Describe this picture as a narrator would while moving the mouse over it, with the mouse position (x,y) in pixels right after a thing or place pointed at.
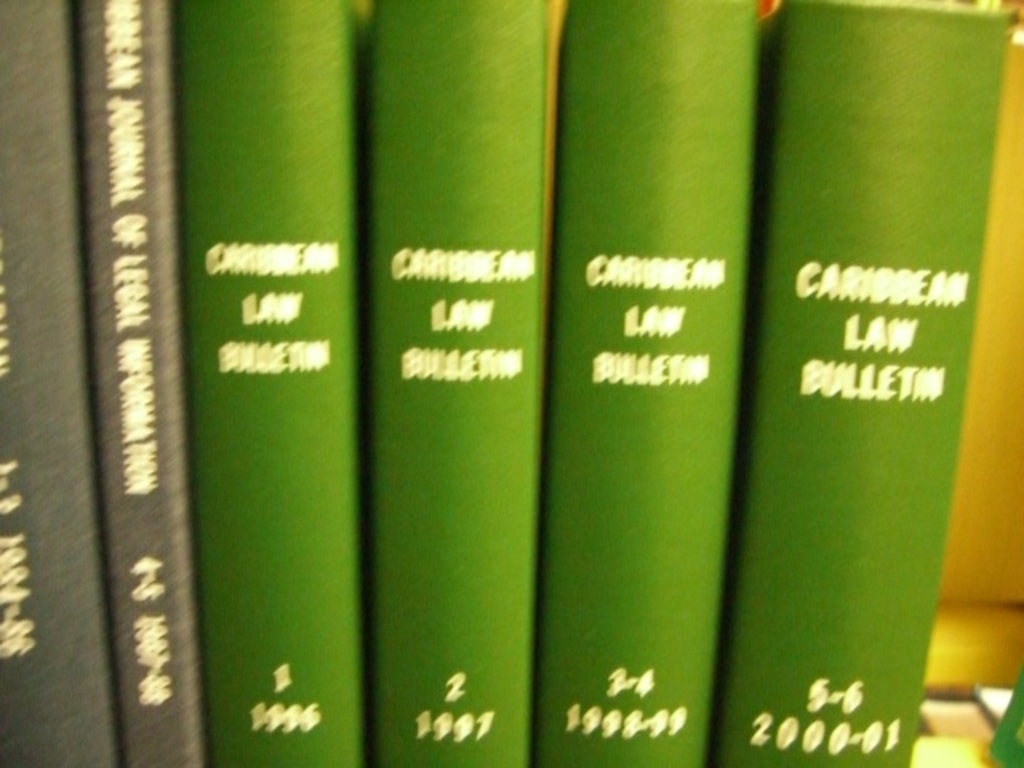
In this image I can see few books (496,232) which are green and black in color and I can see the yellow colored background (983,555).
